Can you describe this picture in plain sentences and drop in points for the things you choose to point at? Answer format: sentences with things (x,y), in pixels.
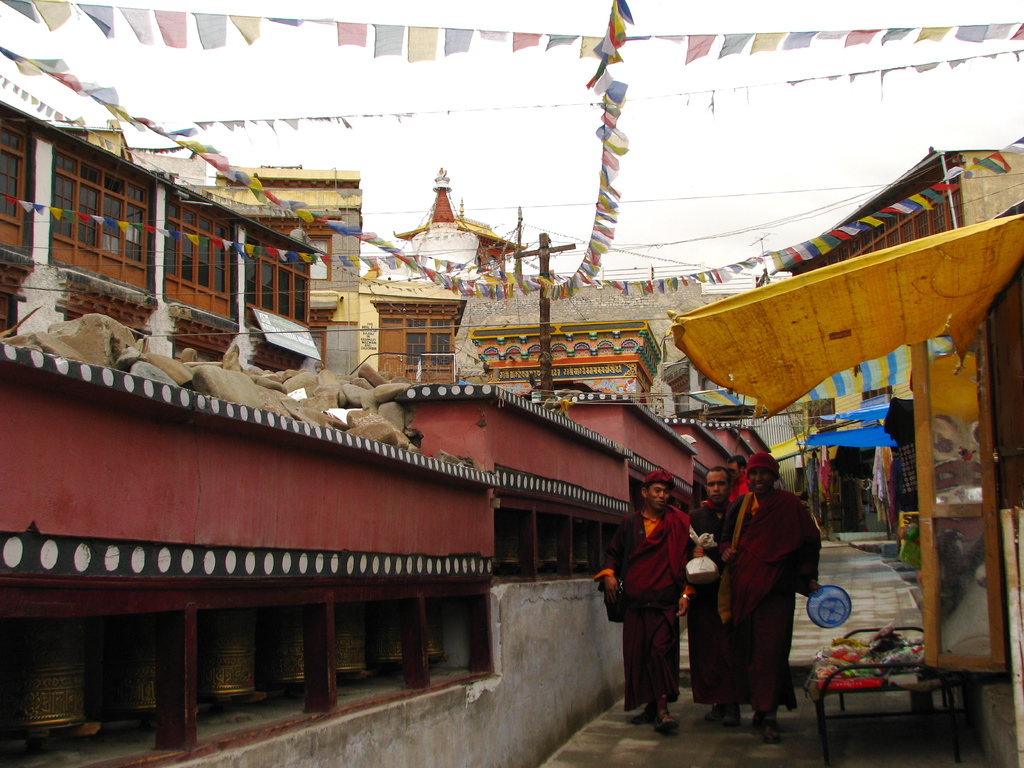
In this picture I see the path (740,712) in the center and I see few people (766,554) who are on it and on the left side of this image (242,300) I see number of buildings (19,225) and on the right side of this image (887,386) I see few stalls (895,419) and on the top of this image (33,17) I see the wires (506,108) on which there are colorful papers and in the background (652,180) I see the sky (541,115).
